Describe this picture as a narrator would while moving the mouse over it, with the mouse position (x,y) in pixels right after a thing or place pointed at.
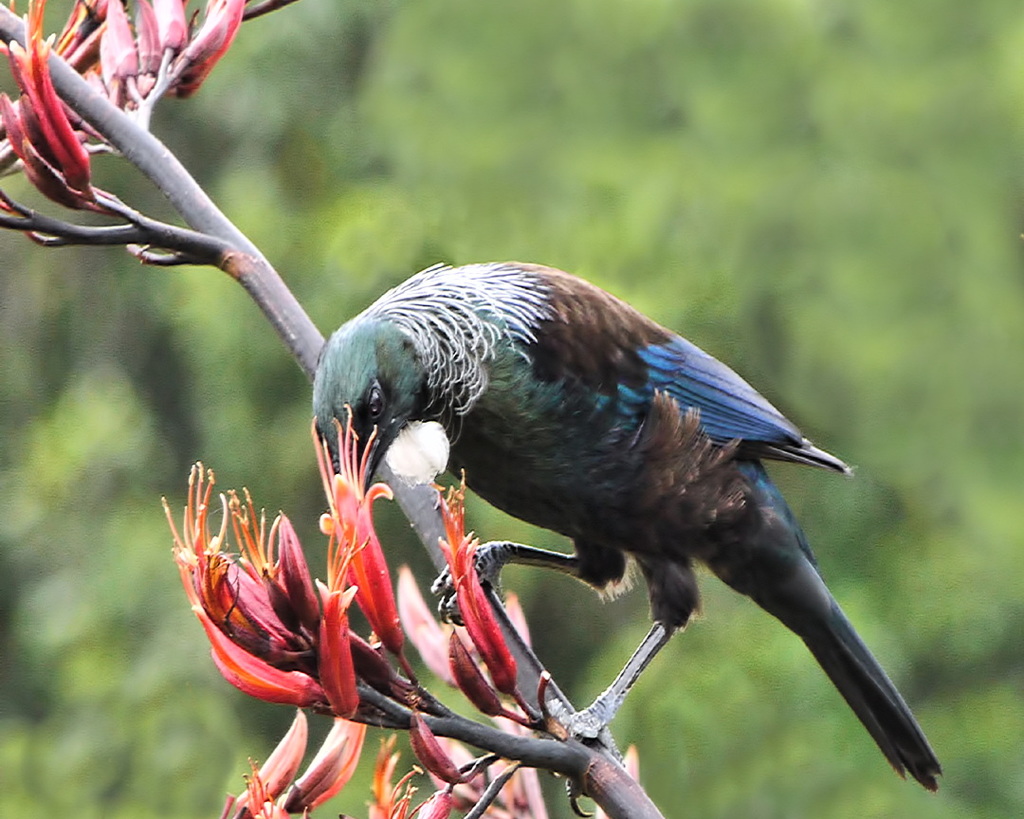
In this picture we can see a bird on the stem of a plant (265,551). There are a few buds (292,544). Background (64,608) is blurry.
